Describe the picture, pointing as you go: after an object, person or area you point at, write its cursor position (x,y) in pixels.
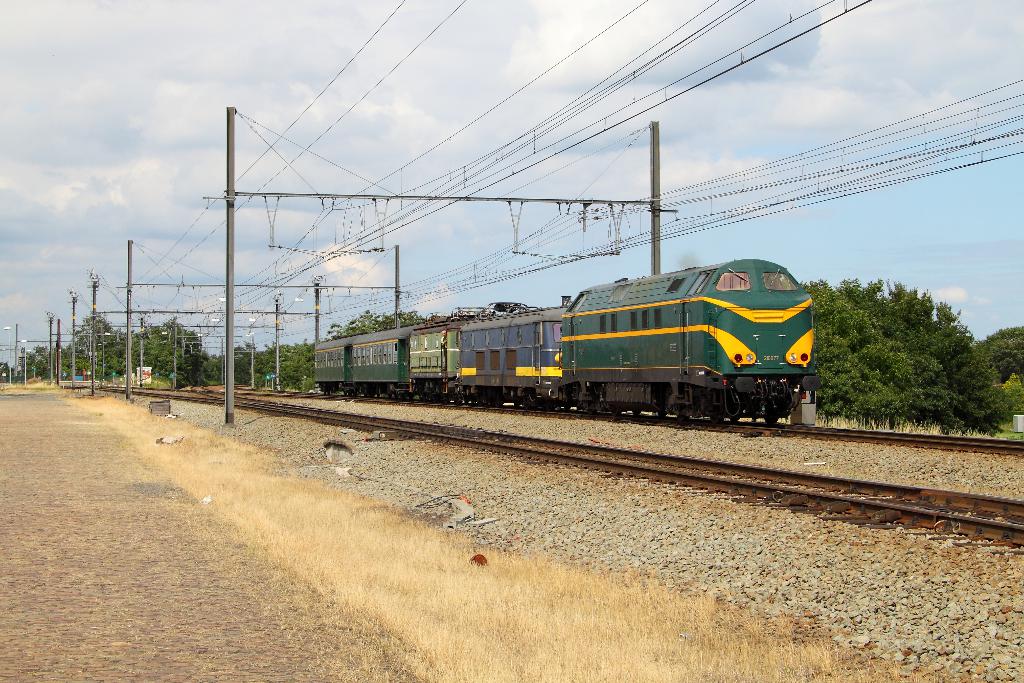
There is a train (431,319) on the railway track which is near other railway track (804,474). On both sides of this railway track (355,398), there are electric poles (653,226) which are having electric lines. On the left side (109,449), there is a road (78,445) near dry grass (297,489) on the ground (262,528). In the background (984,349), there are trees (1016,356) and plants (925,407) and there are clouds (417,219) in the blue sky (972,223).
